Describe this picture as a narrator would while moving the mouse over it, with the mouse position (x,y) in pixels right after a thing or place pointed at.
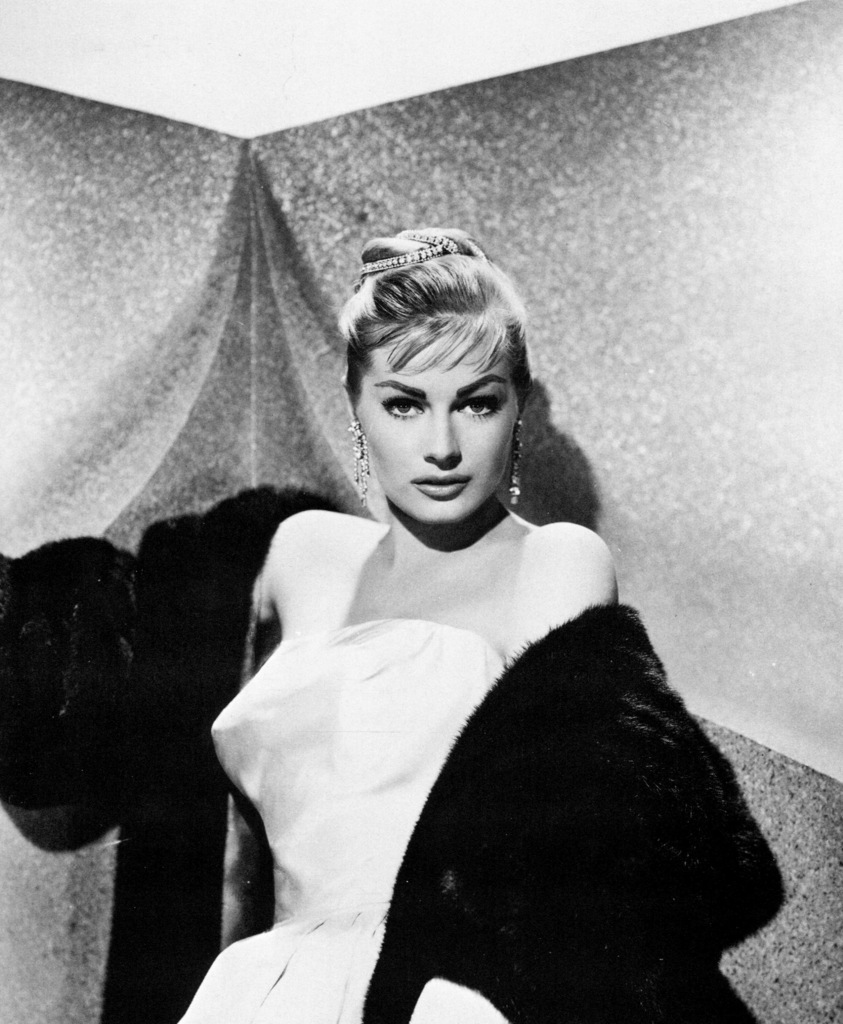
This is black and white picture of a woman (463,668).
